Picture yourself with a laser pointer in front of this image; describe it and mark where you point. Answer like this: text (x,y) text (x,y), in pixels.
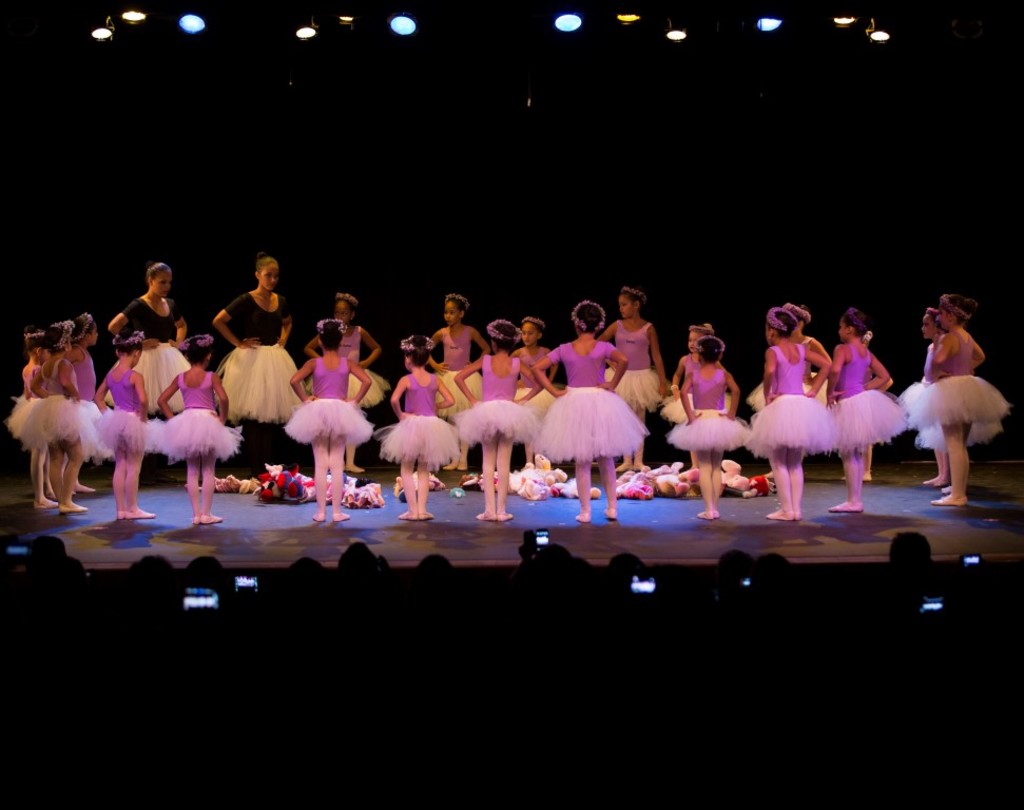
In this image we can see so many lights (137,20) attached to the ceiling (817,17), some objects (728,461) are on the surface (256,500), some people (80,578) near to the stage (132,562) and holding some objects (245,574). Two women (257,310) and so many children (206,404) are dancing on the stage (346,526).
